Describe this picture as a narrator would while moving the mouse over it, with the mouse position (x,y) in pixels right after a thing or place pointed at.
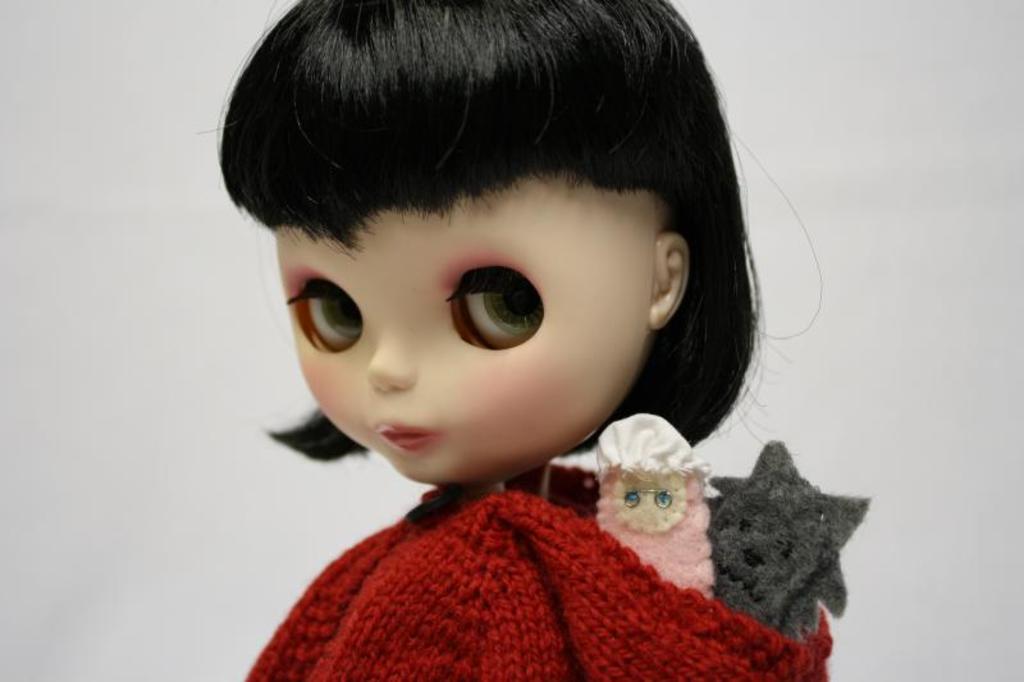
In this image we can see the girl toy (508,381).
